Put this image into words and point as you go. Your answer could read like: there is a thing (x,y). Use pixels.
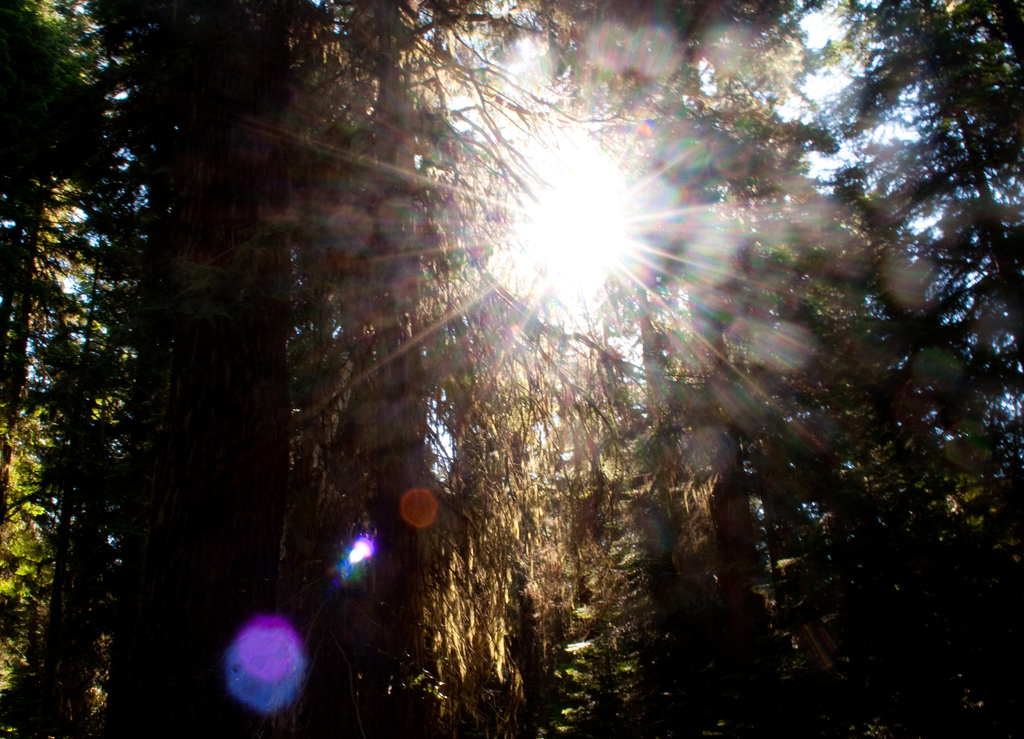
In this image, we can see some trees (617,425) and plants (92,724). At the top (566,125), we can see a sun (608,255) and a sky (549,130).
